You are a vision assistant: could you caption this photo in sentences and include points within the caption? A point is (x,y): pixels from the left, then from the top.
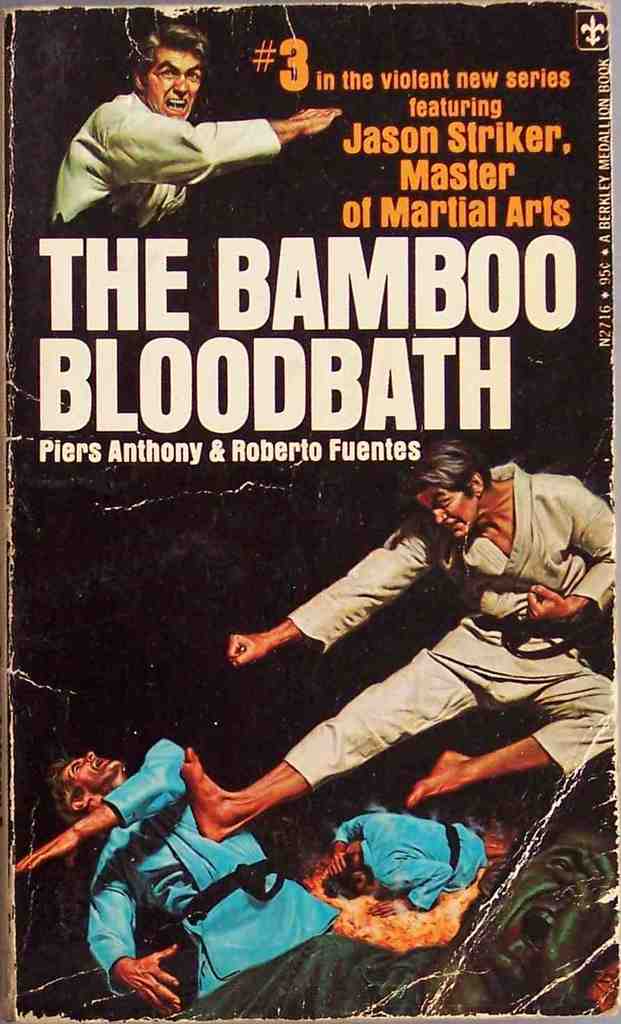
In this image we can see the front view of a book (327,389) with the text (341,347) and also the people (284,627).
